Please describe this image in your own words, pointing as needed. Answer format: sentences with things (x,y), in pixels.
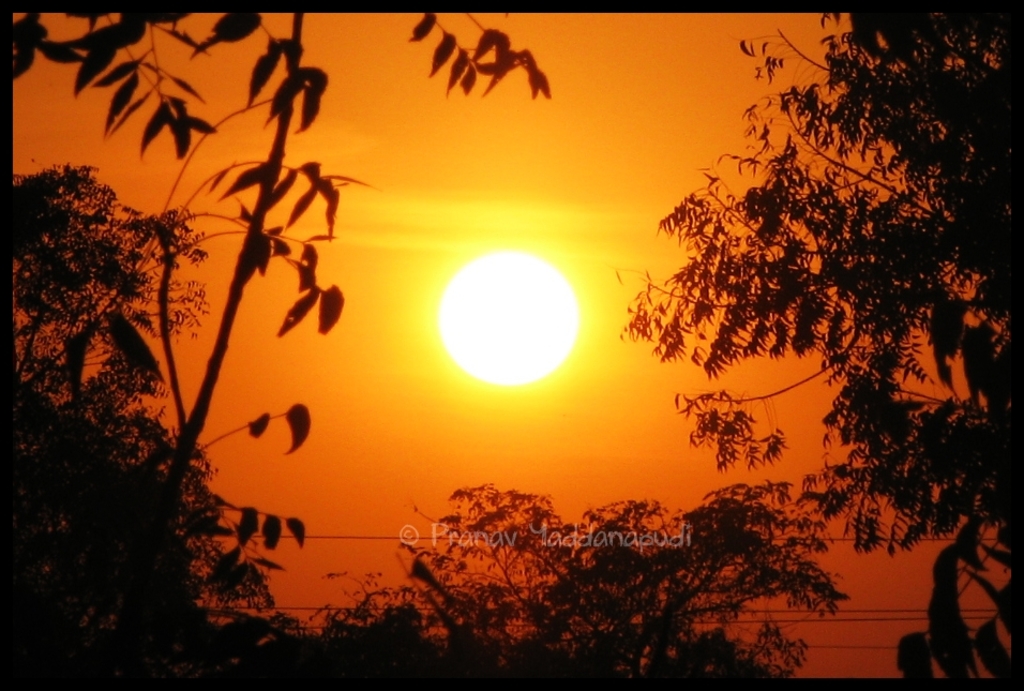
Here we can see the sun (496,326) and trees (695,560). On this image there is a watermark (654,545).
